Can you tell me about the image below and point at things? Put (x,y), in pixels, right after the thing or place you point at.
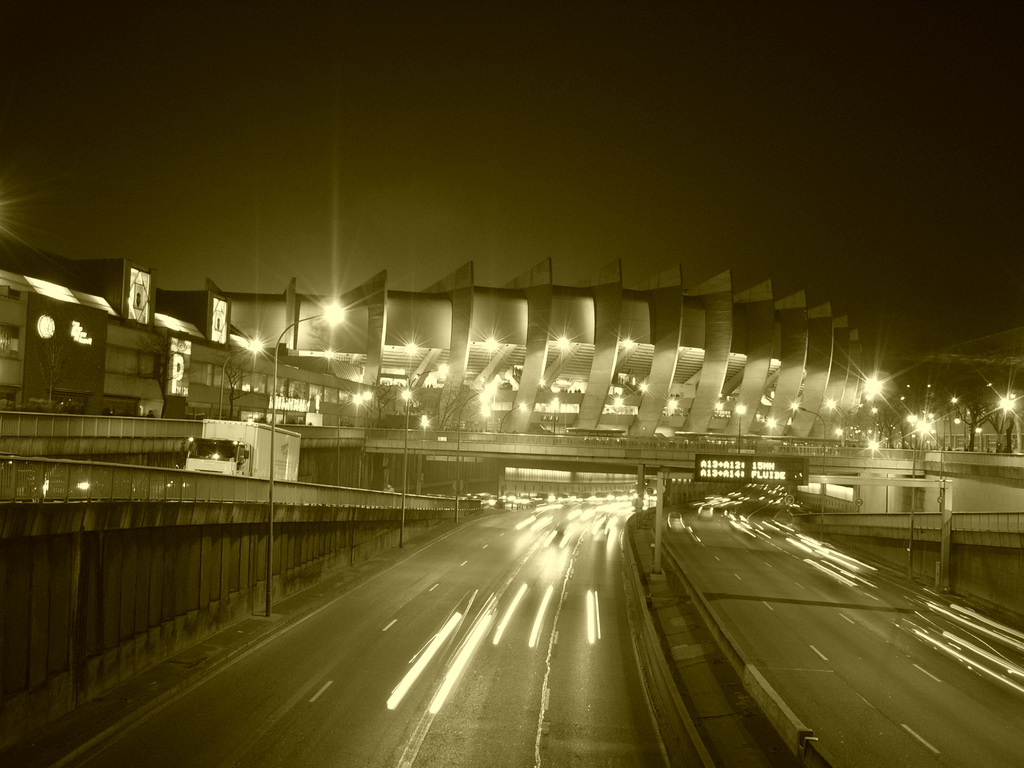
In this picture we can see few vehicles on the road (555,622), beside to the road (501,526) we can find few poles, lights (322,316) and buildings (646,303), and also we can see a bridge (535,455) over the road (717,594).
